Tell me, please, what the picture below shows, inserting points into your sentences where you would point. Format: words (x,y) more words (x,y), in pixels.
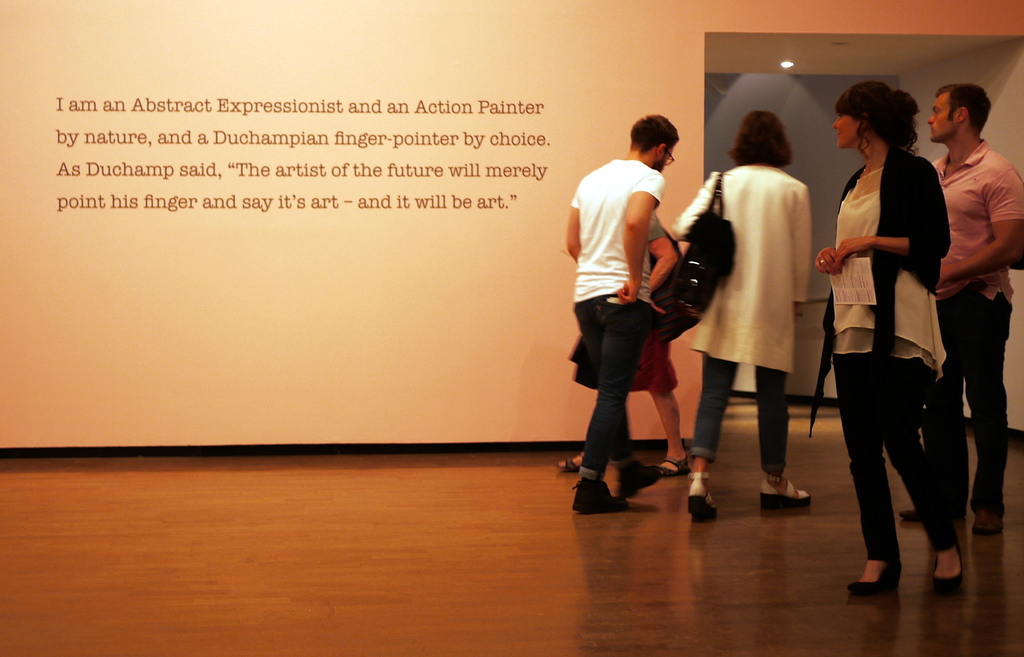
On the right side of the image (788,258) there are people (788,258). Behind them there is a wall (314,252) with some text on it. At the bottom of the image (367,588) there is a floor (425,605). On top of the image (780,67) there is a light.
